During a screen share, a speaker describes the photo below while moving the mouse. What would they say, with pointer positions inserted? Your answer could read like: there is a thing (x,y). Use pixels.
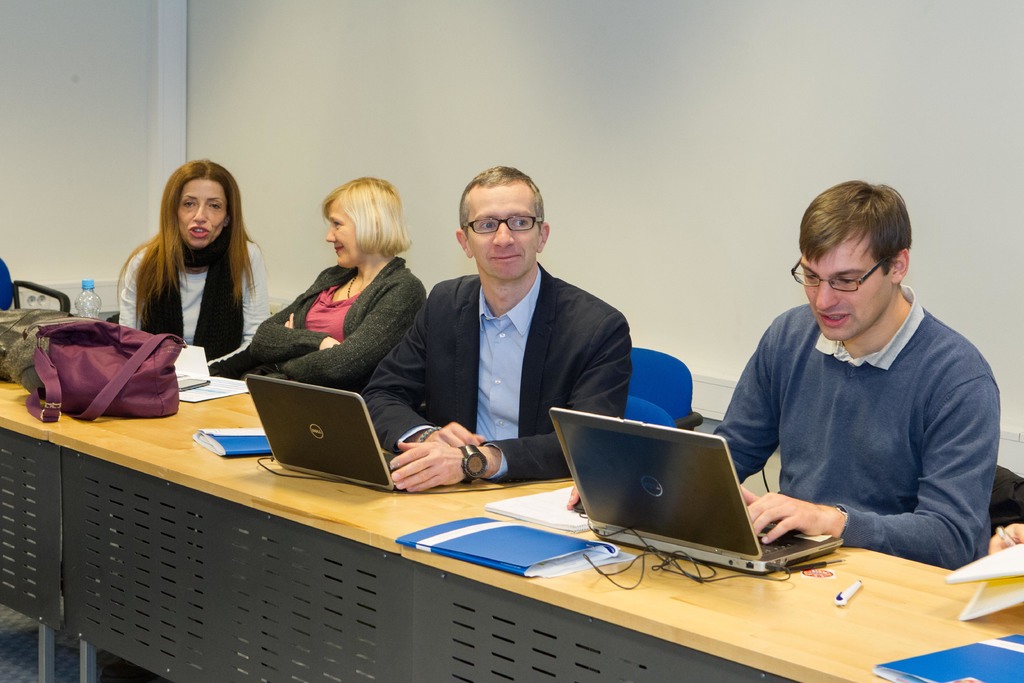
There are four person (539,263). And in front of them there is a table (415,570). On the table (293,504) there are laptops (310,444), files (502,534) and bag (112,367), bottles (86,312). And a lady (196,328) wearing a black scarf (215,311) is talking. In the background (244,193) there is a wall (352,134). And a person (510,318) wearing a black coat (542,380) is wearing a watch (476,462) and spectacles (527,219).
